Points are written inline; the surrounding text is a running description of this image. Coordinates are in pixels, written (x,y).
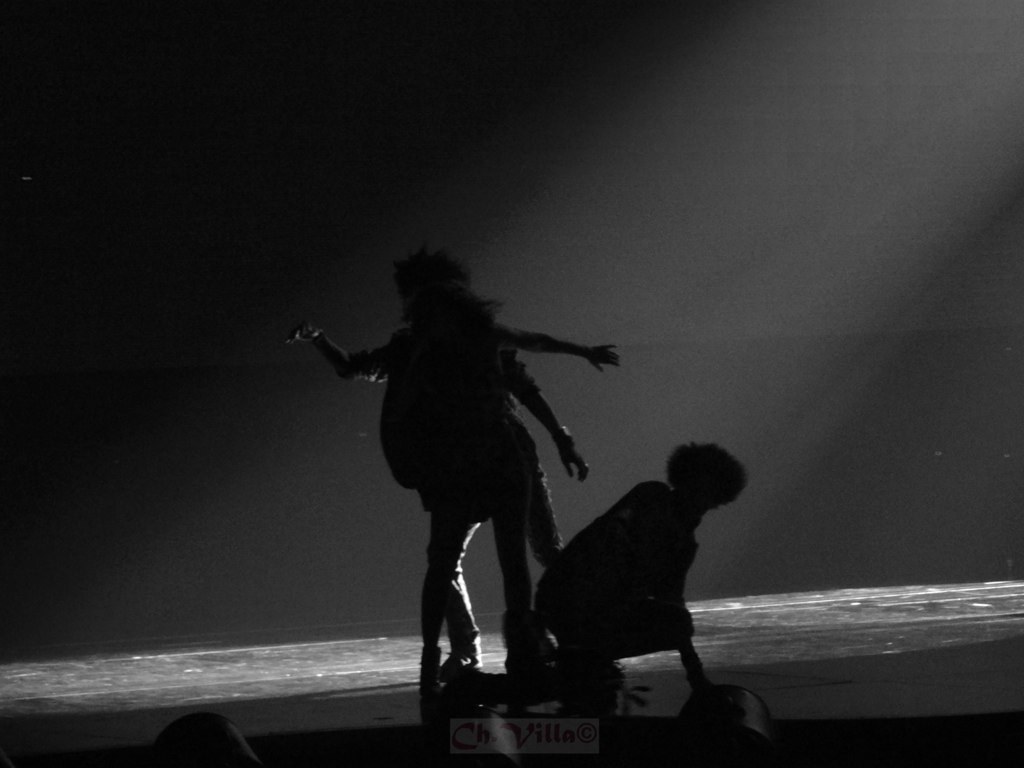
In this image, we can see a person (405,373) standing on the stage (355,647) and there is a person (648,548) bending.
